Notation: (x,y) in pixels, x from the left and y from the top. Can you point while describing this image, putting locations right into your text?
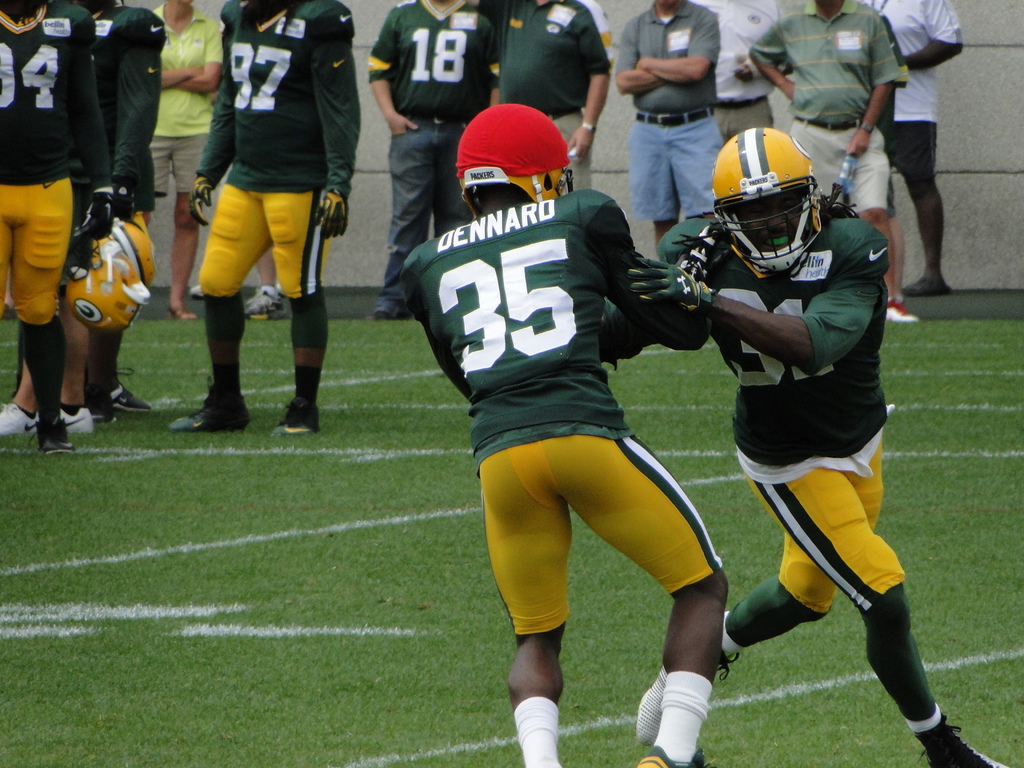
In this image I can see group of people (783,568). In front (513,351) I can see two persons (562,356) and they are wearing green and yellow color dresses (633,325). In the background (974,180) I can see the wall (962,190) in gray color.
